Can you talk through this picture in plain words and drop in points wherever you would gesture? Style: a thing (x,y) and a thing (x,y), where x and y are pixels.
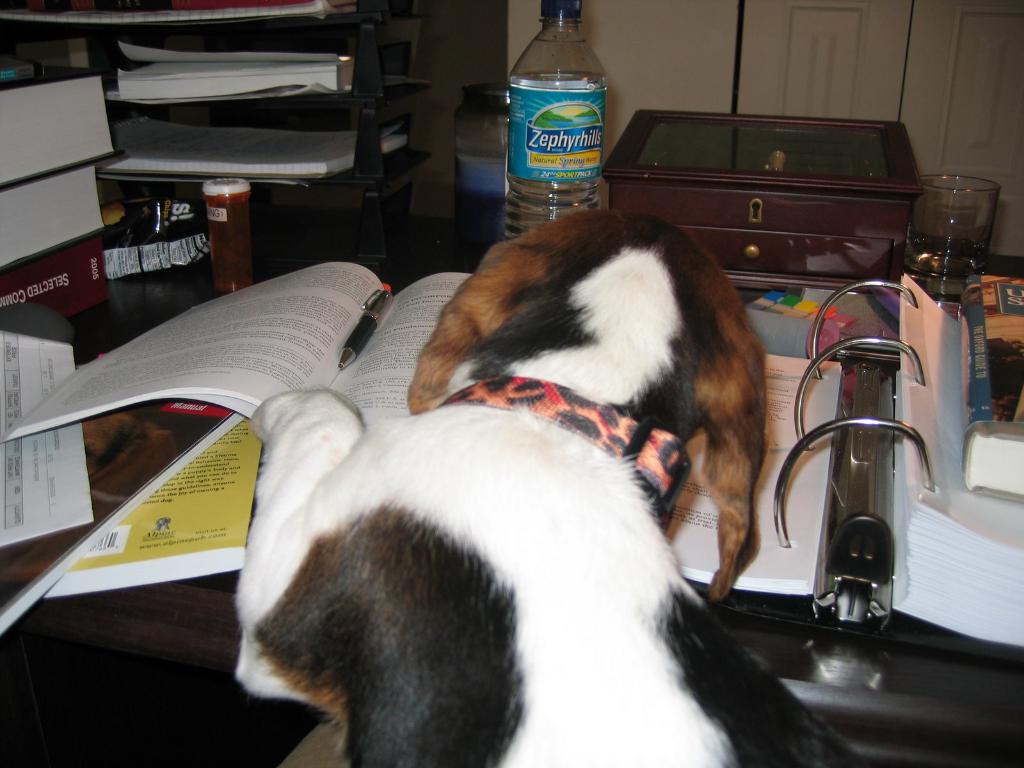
In the picture I can see a dog (529,618) and there is a table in front of it which has few books (252,82), water bottle (531,127), box (771,190), glass (958,242) and some other objects (250,95) on it
